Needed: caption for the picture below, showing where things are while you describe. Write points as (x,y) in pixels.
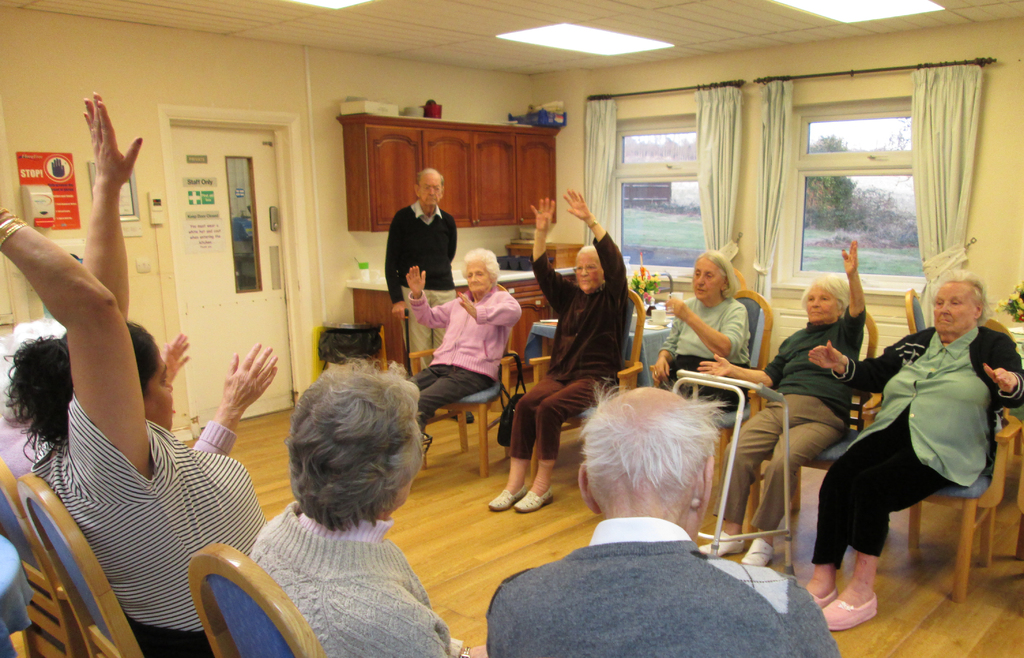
In the image we can see there are people (309,460) sitting on the chair (240,616) and there is a man (426,256) standing in the room (1023,208). Behind there are curtains (943,158) on the wall (317,175).
